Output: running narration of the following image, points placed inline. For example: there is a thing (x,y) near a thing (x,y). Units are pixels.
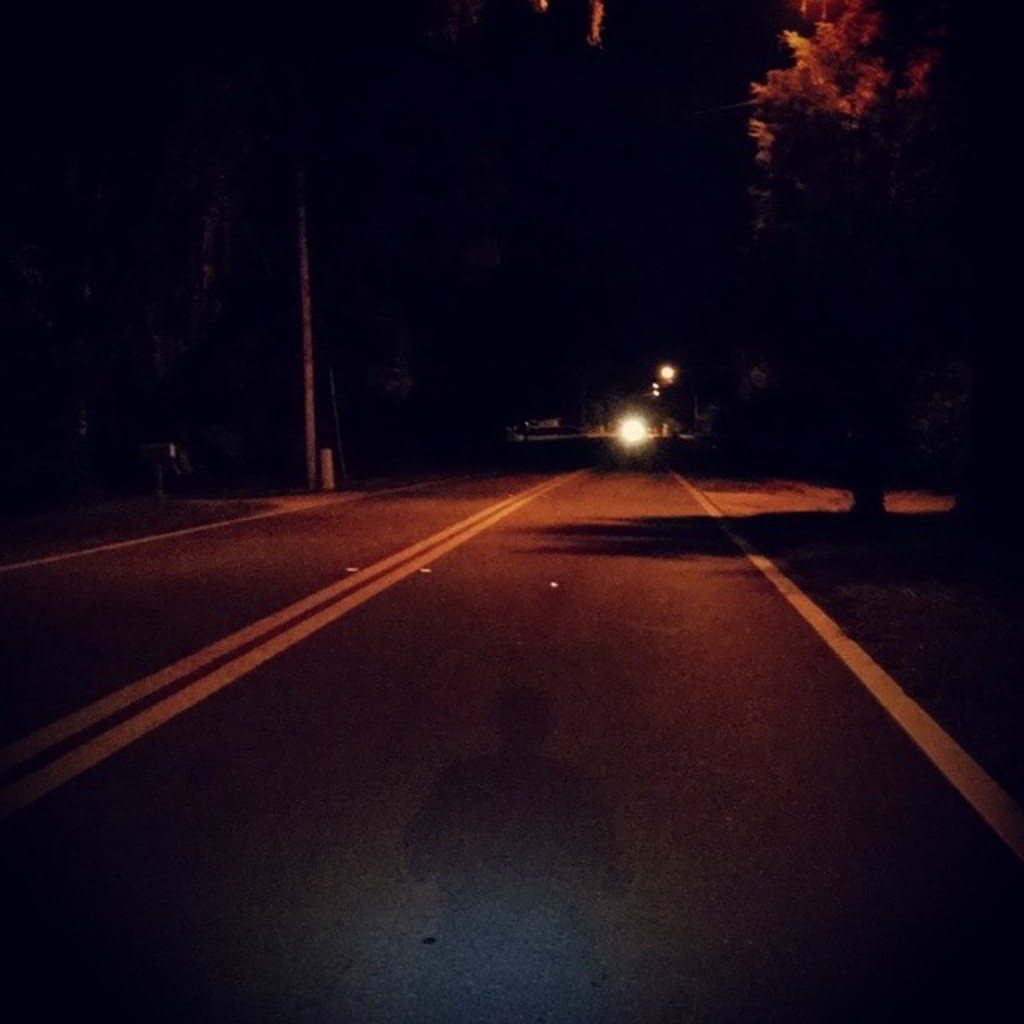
The image is taken on the street (474,661). In the foreground of the picture (336,648) there is a shadow (478,817) on the road (363,614). In the center of the background (628,424) there are lights (631,436). On the right (849,197) there are trees (930,316). On the left (114,518) there are trees (96,185), grass (184,513) and a pole (301,301). At the top (277,115) it is dark.
